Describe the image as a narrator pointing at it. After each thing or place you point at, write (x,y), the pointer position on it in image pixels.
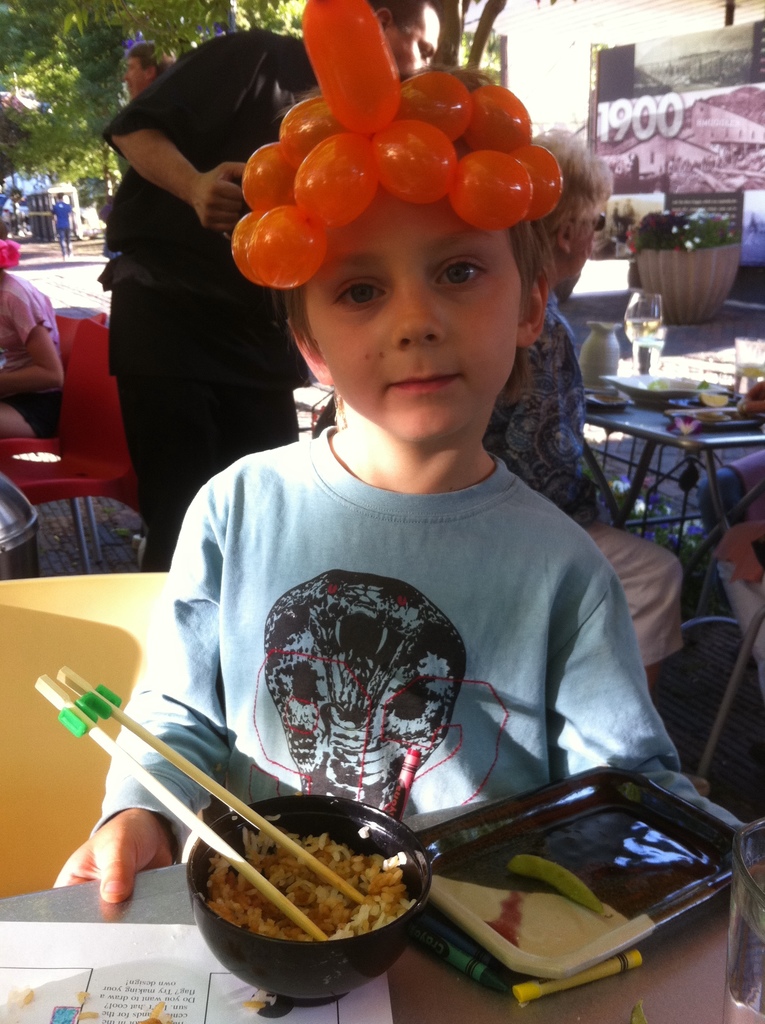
In this image I can see a boy (412,668) wearing blue color t-shirt (380,713). In front of this boy (268,786) there is a table (181,911) on which a bowl (343,951) with food (350,933) and a tray (474,899) are placed. In the background (600,509) I can see few people (653,558) are sitting on the chairs (724,528) around the table (697,438). On the top of the image (64,72) I can see the trees (59,79) and a building (597,20).
